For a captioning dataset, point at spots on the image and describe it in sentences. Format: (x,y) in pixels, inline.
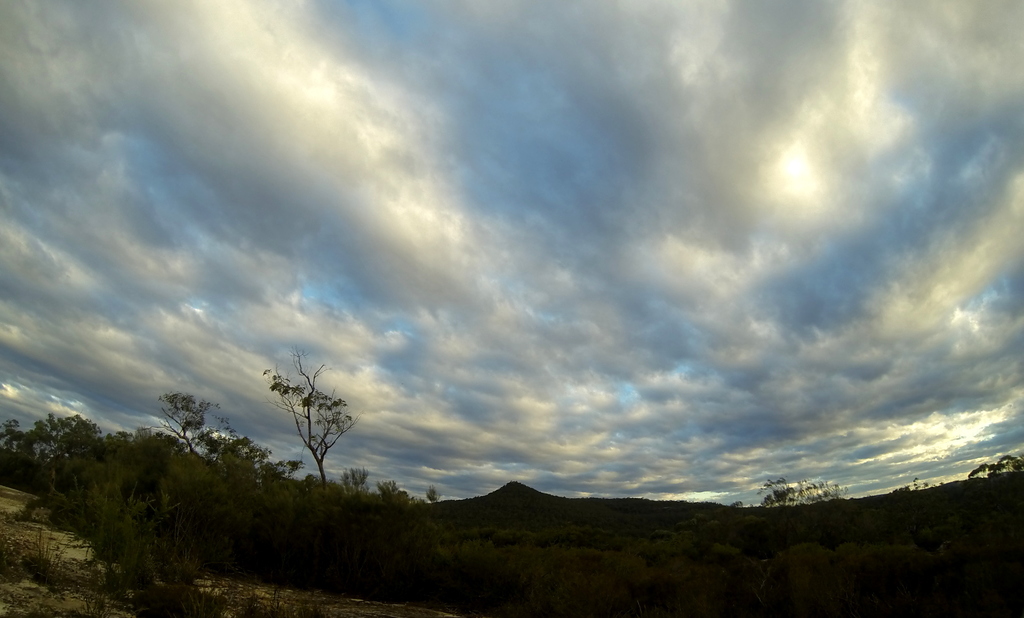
In this image there are many trees (476,503). At the top of the image (246,95) there are many clouds (251,164).
